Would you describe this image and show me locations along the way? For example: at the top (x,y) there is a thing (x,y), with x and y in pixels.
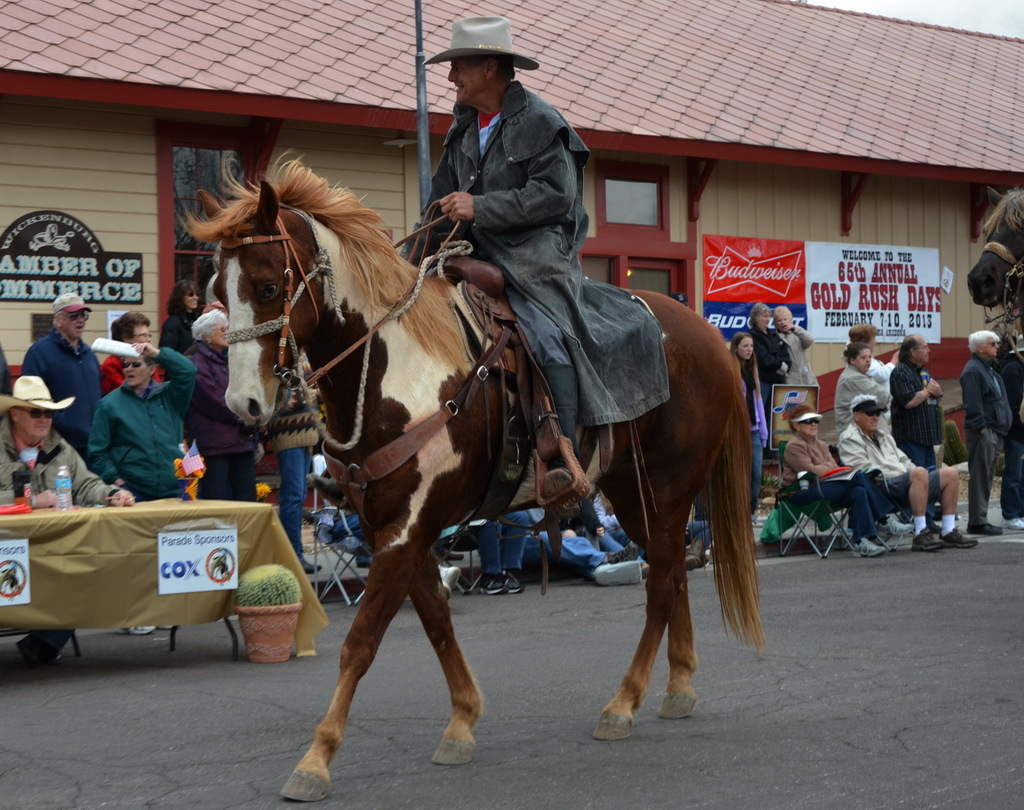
In the image in the center (542,295) we can see one man (520,256) sitting on the horse (412,416). And back there is a house (706,183) and few more persons (911,418) were sitting and standing. And on the left (50,479) we can see one person (50,462) sitting, in front we can see table (129,518) on table (128,525) we can see cloth (91,578), flower vase (192,481), water bottle (60,487), plant pot (261,607), banner (224,564) and few more objects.
